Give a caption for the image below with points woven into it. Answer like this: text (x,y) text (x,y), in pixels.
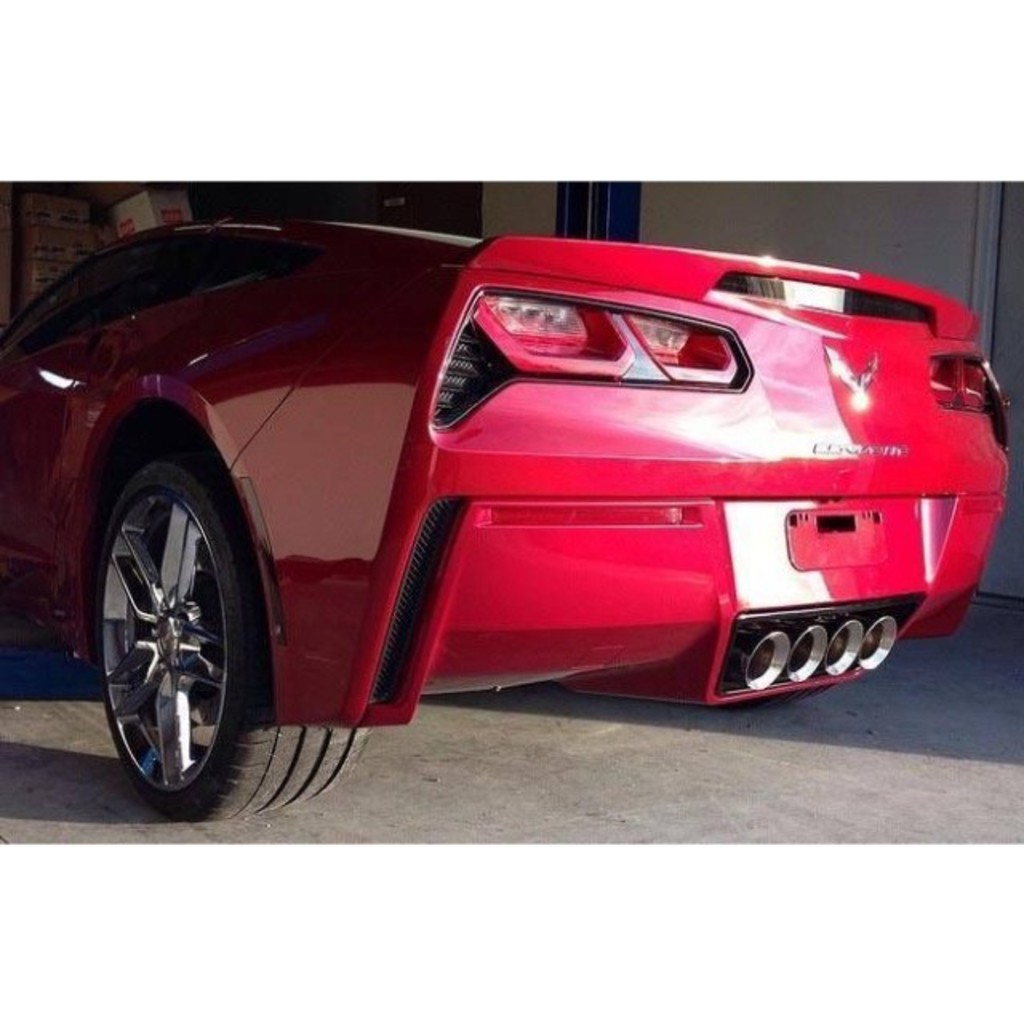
In this image we can a car (273,319) on the floor (662,787). In the background (20,289) there are carton boxes (137,229), wall (976,271) and objects (636,237).
